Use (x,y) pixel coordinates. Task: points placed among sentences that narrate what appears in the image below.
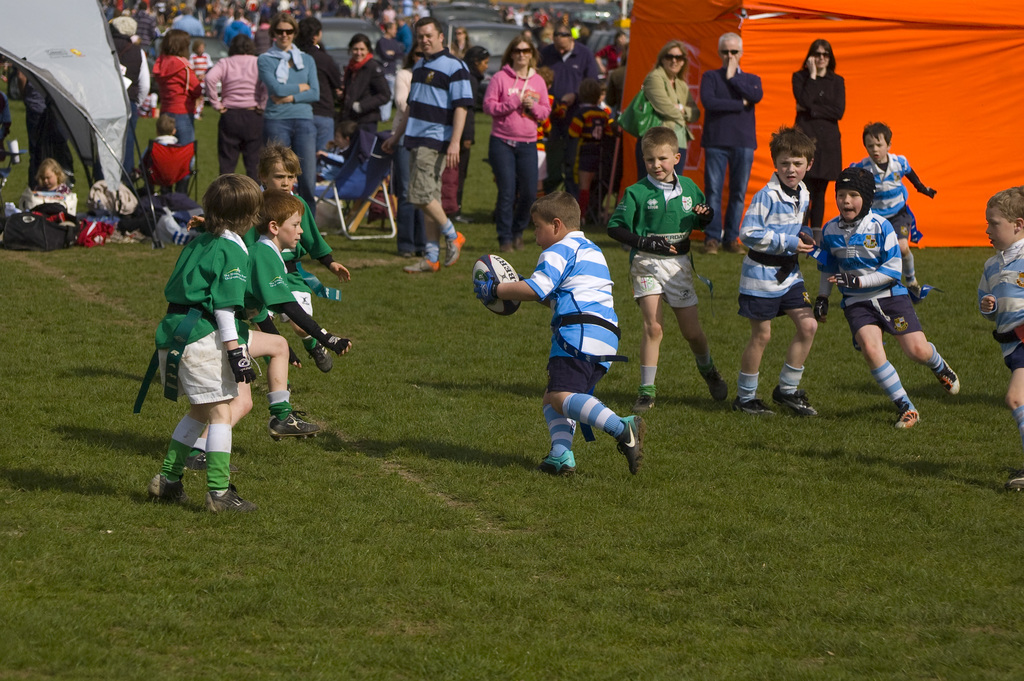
In this picture there is a boy (549,414) holding the ball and running and there are group of people (1020,418) running. At the back (381,119) there are group of people (302,40) standing and there are tents (794,118) and vehicles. At the bottom (507,577) there is grass (530,526) and there are bags (104,238) on the grass (382,432).
